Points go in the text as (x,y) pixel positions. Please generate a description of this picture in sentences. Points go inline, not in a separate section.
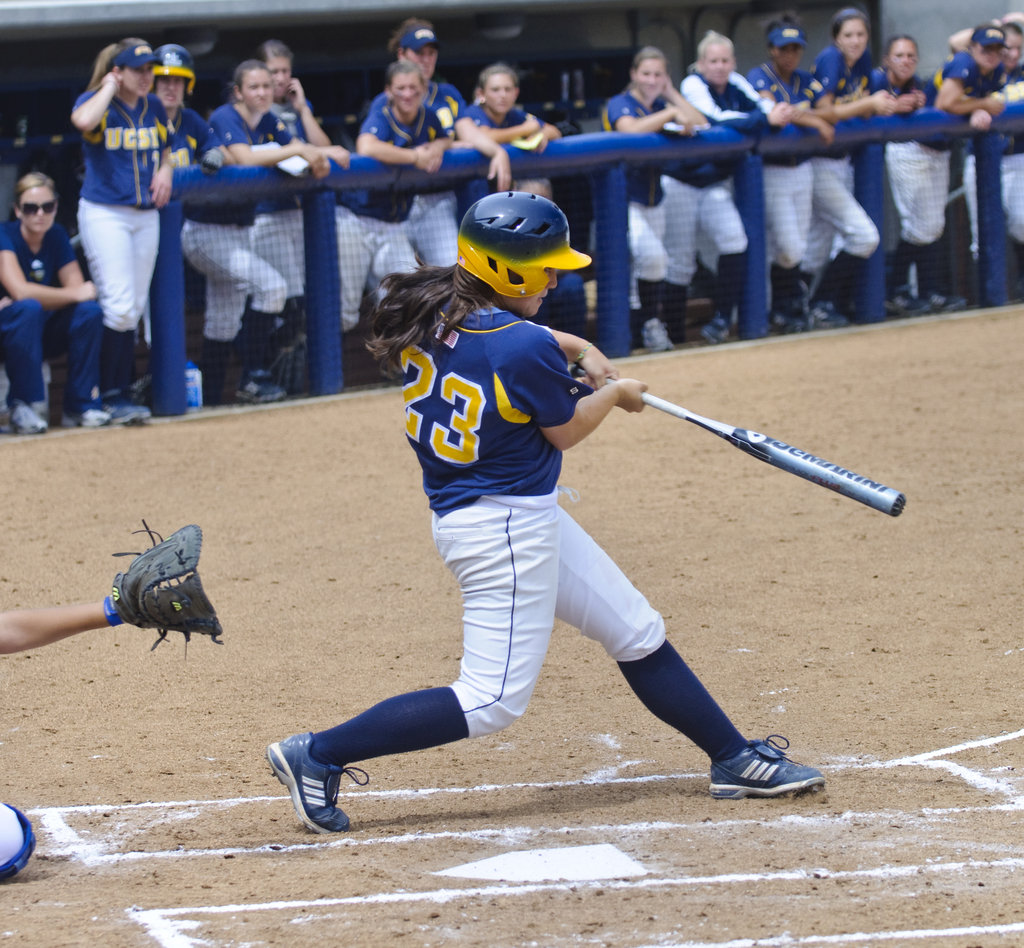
In this image there is a woman (548,555) holding a bat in her hand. She is wearing a helmet (500,269). Behind her there is a person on the land (153,766). He is wearing gloves (216,627). Few persons (706,229) are standing behind the fence (891,139). Left side (5,265) there is a woman (57,240) wearing goggles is sitting.
